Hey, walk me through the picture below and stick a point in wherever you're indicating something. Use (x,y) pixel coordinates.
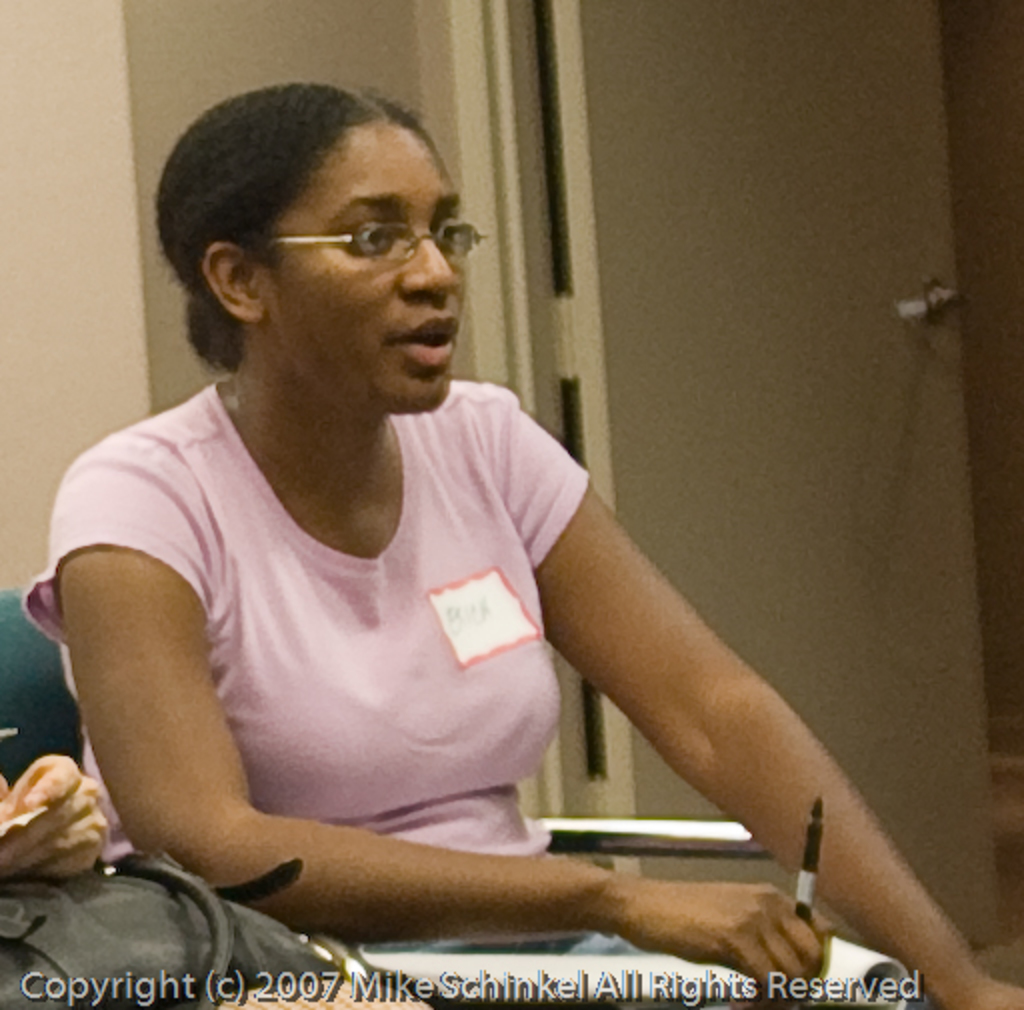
In the foreground of this picture (274,422) we can see a woman (296,591) wearing t-shirt (359,691), holding a pen (820,813) and a book (573,968) and sitting on the chair (73,727). In the left corner (43,846) we can see another person (33,855) seems to be sitting and holding a sling bag (231,941). In the background (875,396) we can see the wall (7,43) and a door (874,704). At the bottom (400,992) we can see the watermark (784,1000) on the image.
